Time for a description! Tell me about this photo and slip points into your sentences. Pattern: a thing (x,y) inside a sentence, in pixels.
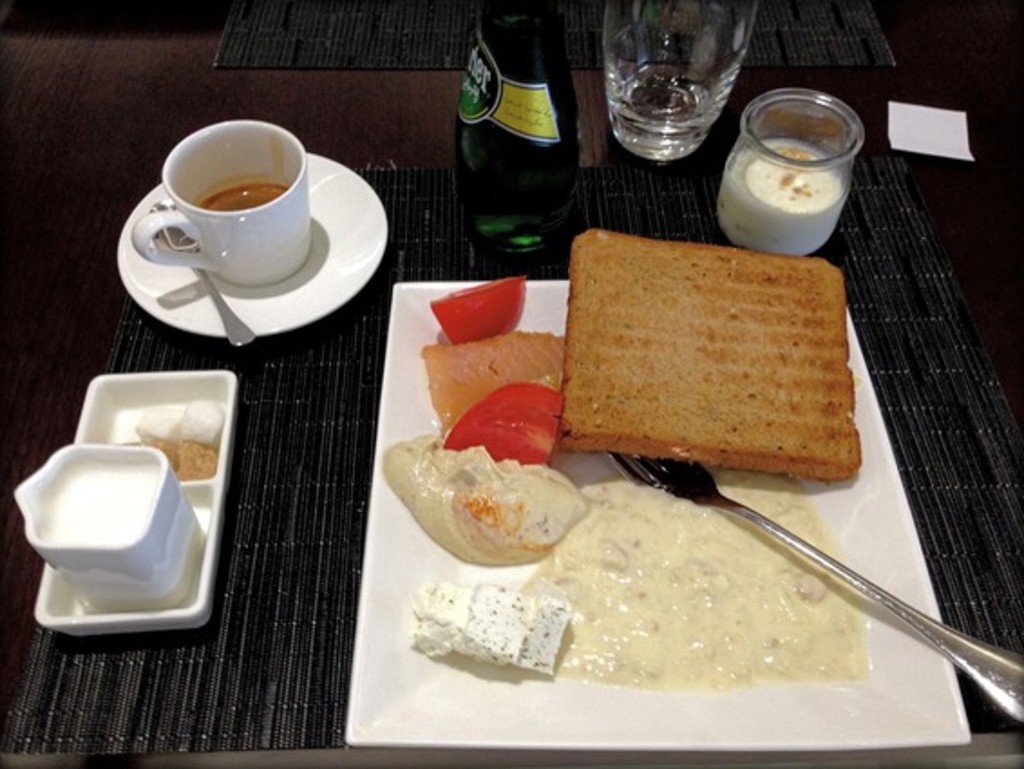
In this picture we can see a brown bread (722,403) and cream (620,554) on the white plate (491,693), placed on the dining table (276,379). Beside there is a white teacup (219,240), water glass (669,105) and mayonnaise cup (802,222).
